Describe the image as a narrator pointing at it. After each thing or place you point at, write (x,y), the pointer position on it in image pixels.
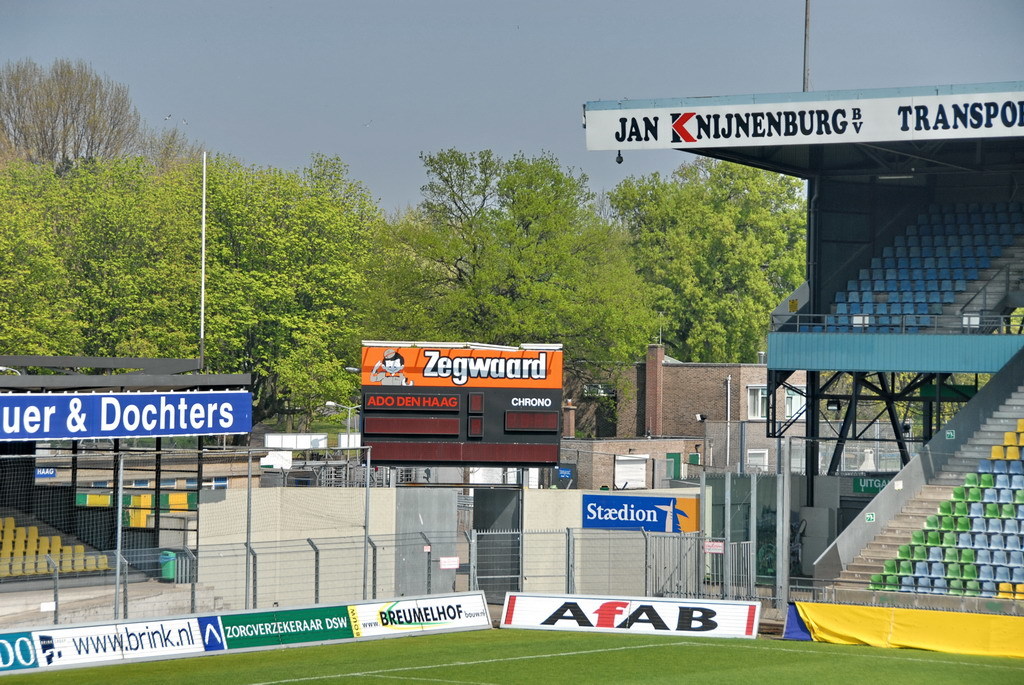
This is grass (548,675). Here we can see boards (678,612), fence (246,588), chairs (906,586), poles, building (664,408), and trees (458,323). In the background (519,108) there is sky (734,62).
